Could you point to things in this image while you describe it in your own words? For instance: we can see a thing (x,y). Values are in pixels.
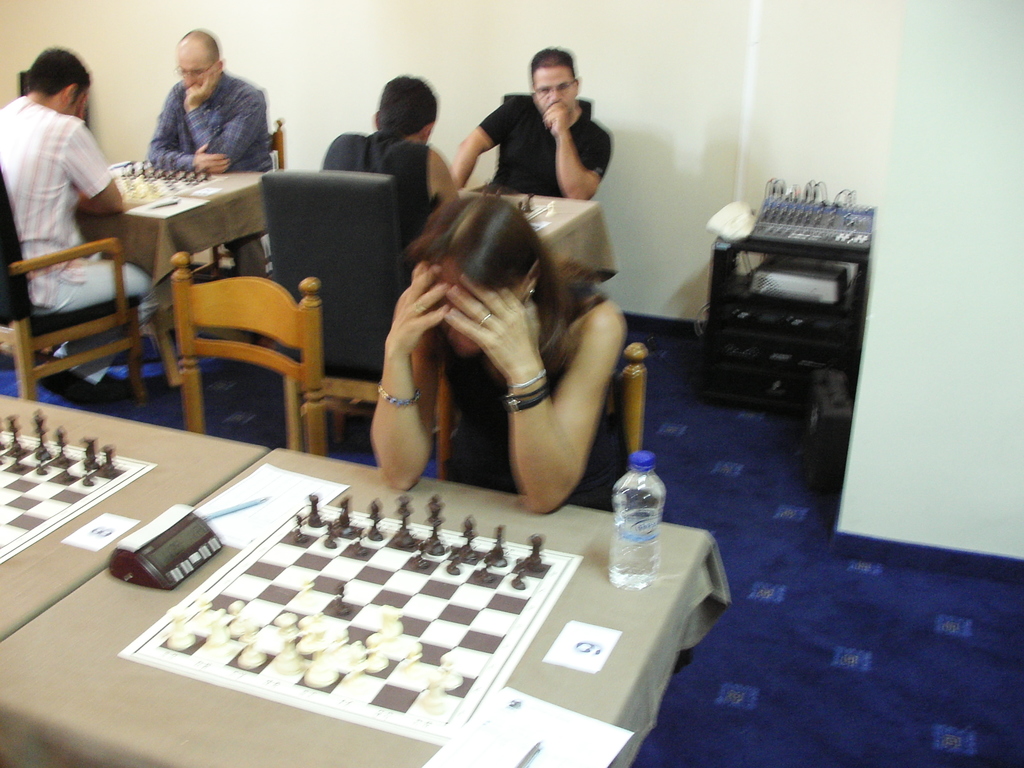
In this picture there is a woman (596,408) who is sitting on the chair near to the table (350,490). On the table (211,572) I can see the chess board (264,665), white and black color coins (307,581), papers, water bottles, pen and time machine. In the back (68,50) there are four persons (506,118) were playing the chess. In the top right (773,251) I can see the black box (816,254) which is placed near to the wall (1010,221).
